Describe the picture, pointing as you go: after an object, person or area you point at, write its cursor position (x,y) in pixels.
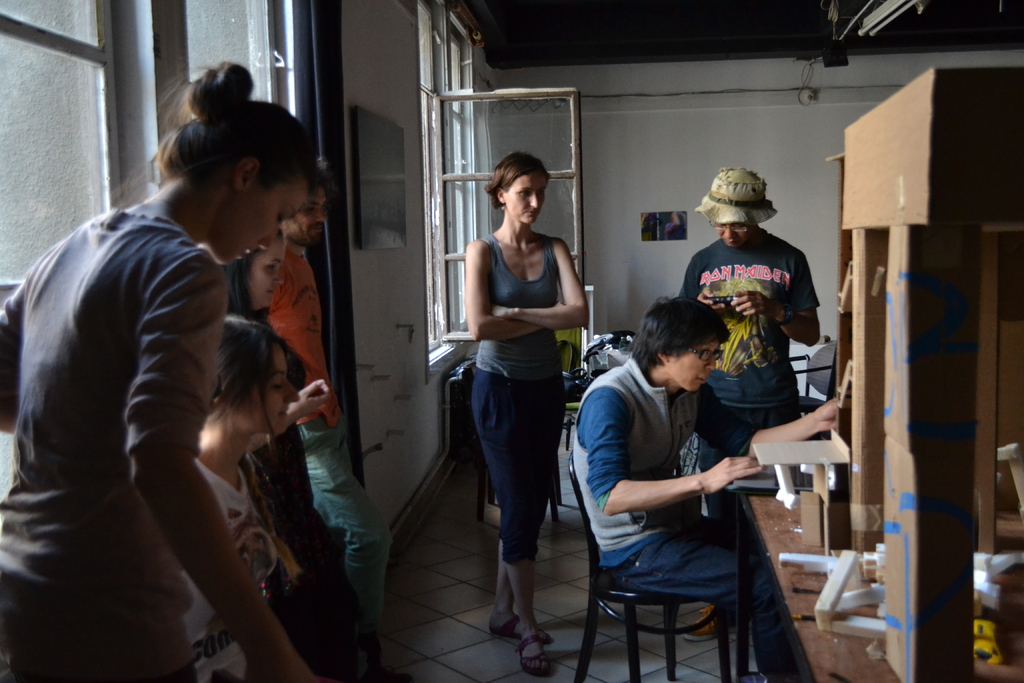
Here we can see people (593,393). This person (623,391) is sitting on a chair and working on a model (787,476). Another person (752,328) is holding an object (723,301). Picture (652,223) is on the wall (650,197). Backside of this people (541,258) there are windows (498,112). On this table (787,516) there are objects (913,392).
